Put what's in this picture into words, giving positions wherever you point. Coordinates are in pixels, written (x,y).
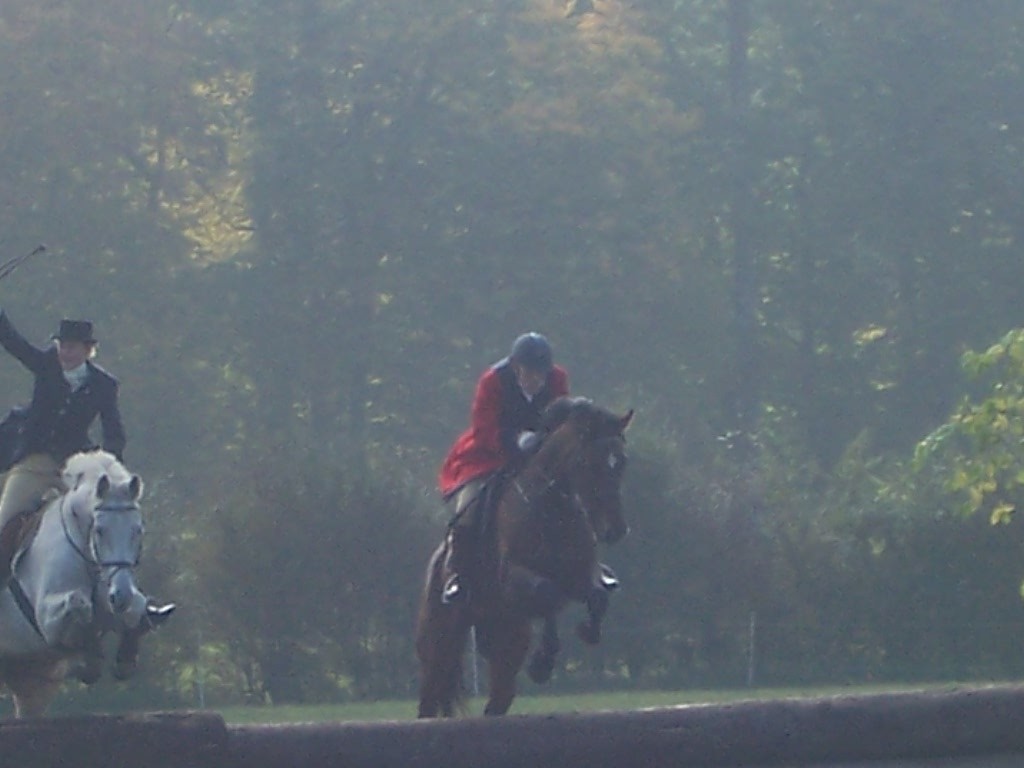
There are two jockeys (513,453) riding horses (551,499) and there are trees (450,302) in the background (462,253).
